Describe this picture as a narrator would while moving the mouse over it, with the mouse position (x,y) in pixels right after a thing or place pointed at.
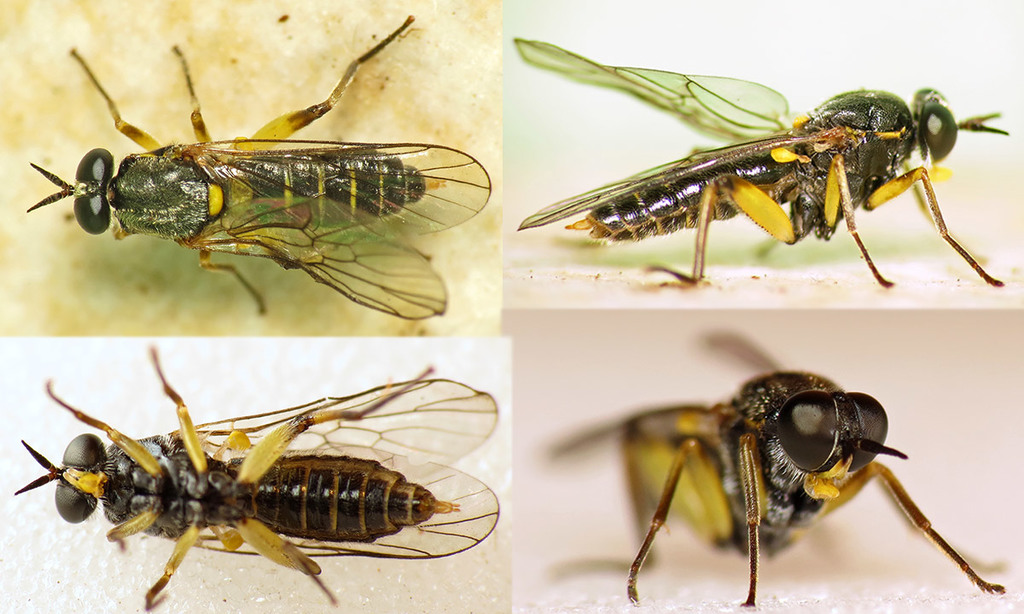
This is a collage picture, in this image we can see four insects (483,396).
